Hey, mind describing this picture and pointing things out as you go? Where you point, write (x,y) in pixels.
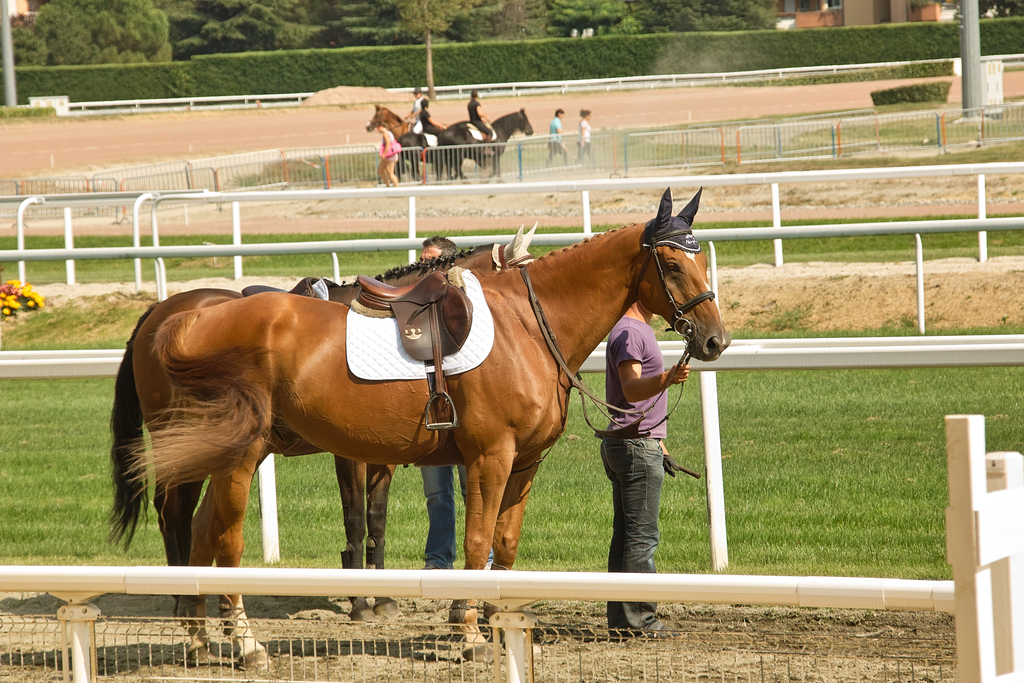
In the picture we can see a race course (596,601) with two horses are standing and two people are holding it and behind it, we can see a railing (919,235) and behind it, we can see a grass surface (32,279) and behind it, we can see more horses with people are riding them and in the background (250,19) we can see full of plants (842,36) and trees (274,22) and beside it we can see a part of the house (801,24).
